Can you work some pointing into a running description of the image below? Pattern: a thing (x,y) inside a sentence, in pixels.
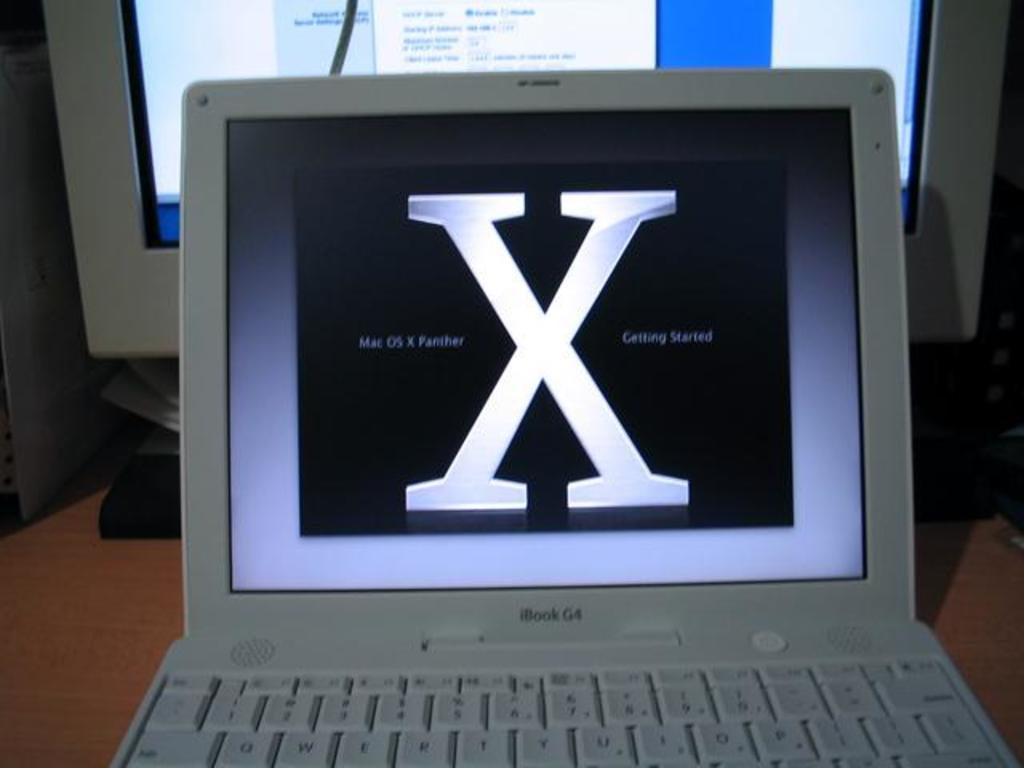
In this image I can see the system (88,342) and the laptop (183,690). These are on the brown color surface (43,545).
